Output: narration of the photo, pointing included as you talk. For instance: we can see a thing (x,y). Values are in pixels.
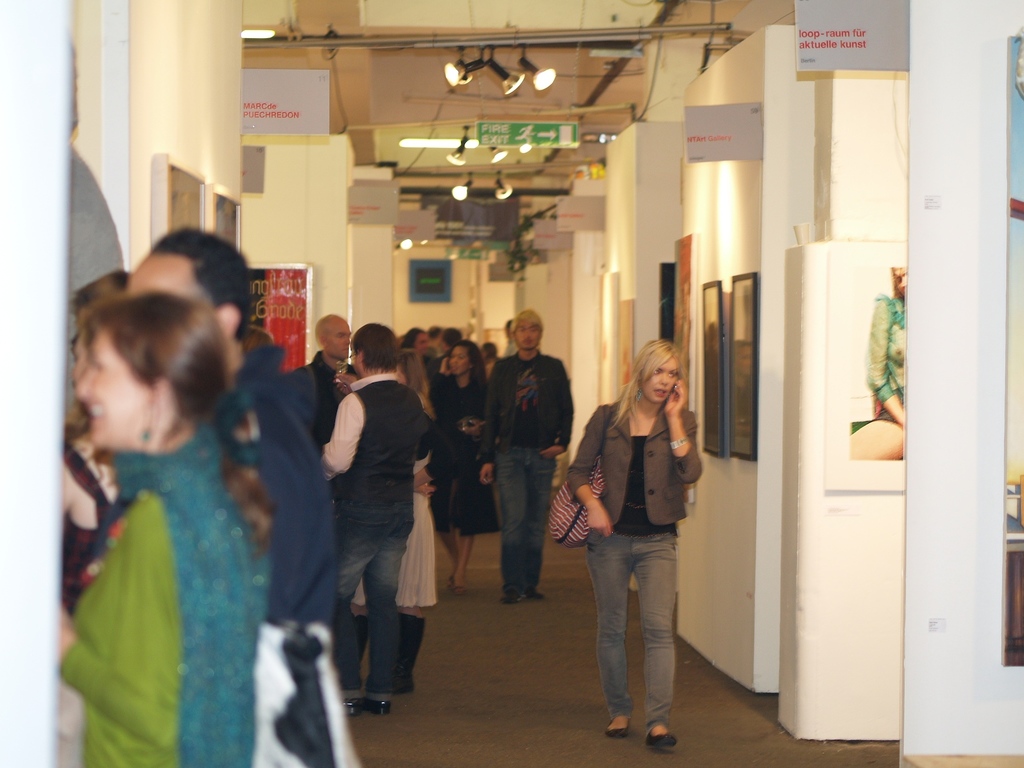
In this picture there are group of people (347,458) walking and there is a woman (652,644) holding the device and walking. There are frames (620,338) on the wall (940,382). At the top (414,234) there are boards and there is text (274,106) on the boards (701,142) and there are lights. At the back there is a wall (417,324). At the bottom (534,708) there is a floor (503,697).
